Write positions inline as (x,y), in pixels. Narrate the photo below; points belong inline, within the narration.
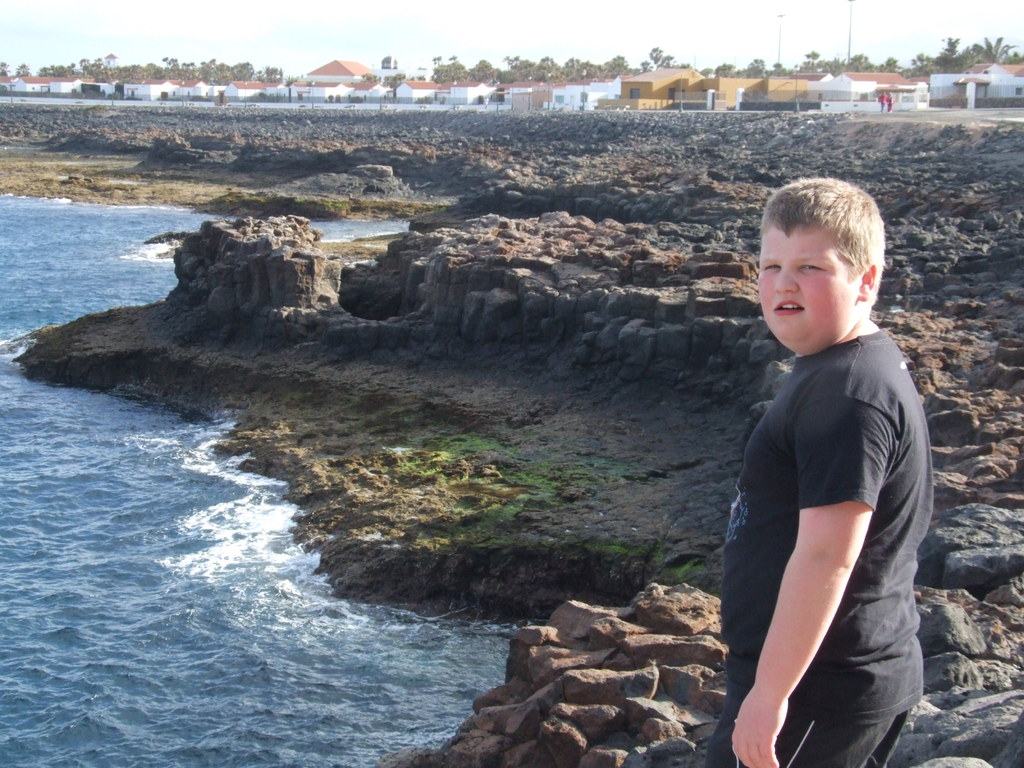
In this picture we can see a boy (749,455) standing, water (102,262), rocks (443,185), trees (914,61), houses (436,90), poles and in the background (344,32) we can see the sky (474,10).
